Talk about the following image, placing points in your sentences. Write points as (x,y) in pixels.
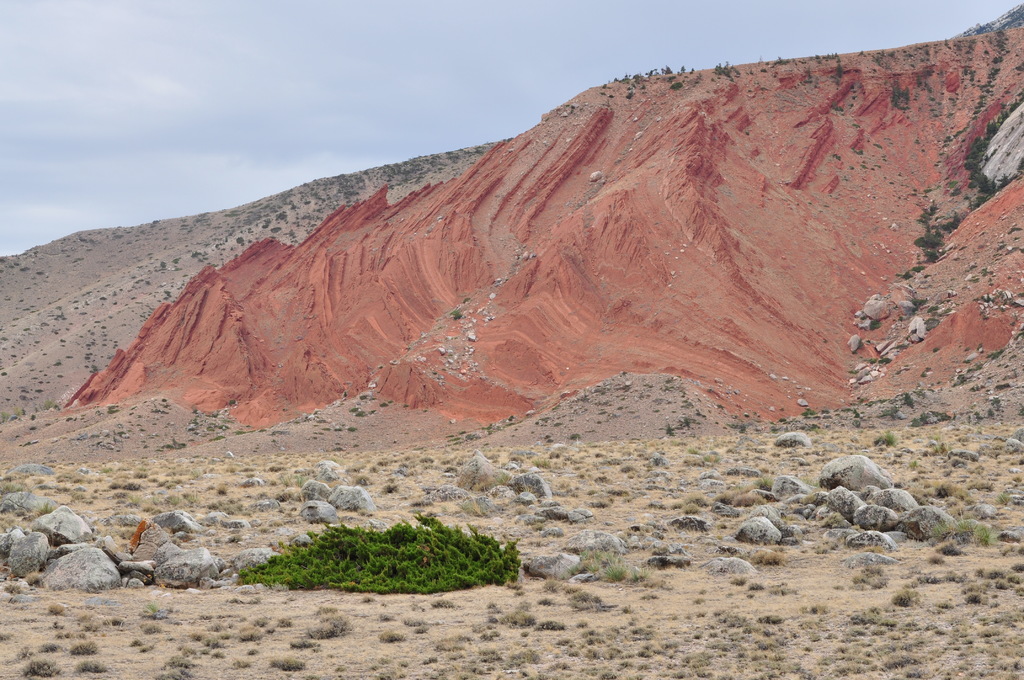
This picture is consists of outcrop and there is greenery (418,560) at the bottom side of the image (397,560).
